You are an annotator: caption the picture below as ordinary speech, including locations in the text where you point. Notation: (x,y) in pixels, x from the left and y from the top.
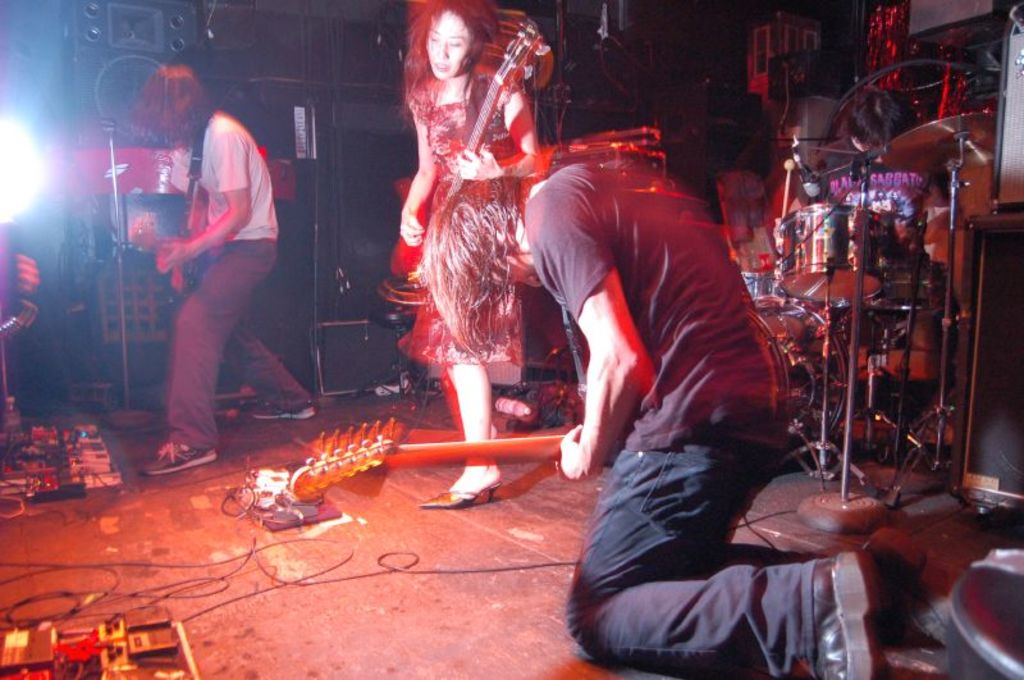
In this picture we can see some people (171,253) on stage (357,543) and playing musical instruments (806,234), wires (232,511) and in the background (728,237) we can see some objects (786,140).
